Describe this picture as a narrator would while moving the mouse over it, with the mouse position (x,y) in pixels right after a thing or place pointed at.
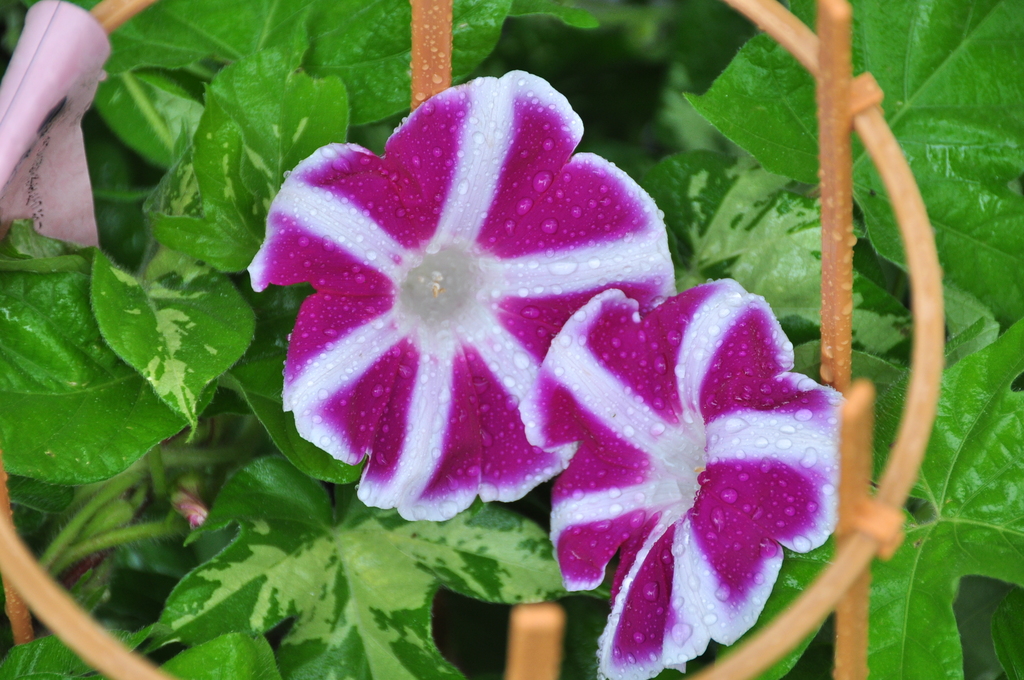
In this image we can see some plants (986,451) with two flowers (377,334) and one bud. There is one object (67,49) looks like a fence (910,183) around the flowers (694,600) and a bud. One object (29,102) on the left side of the image (80,39).
